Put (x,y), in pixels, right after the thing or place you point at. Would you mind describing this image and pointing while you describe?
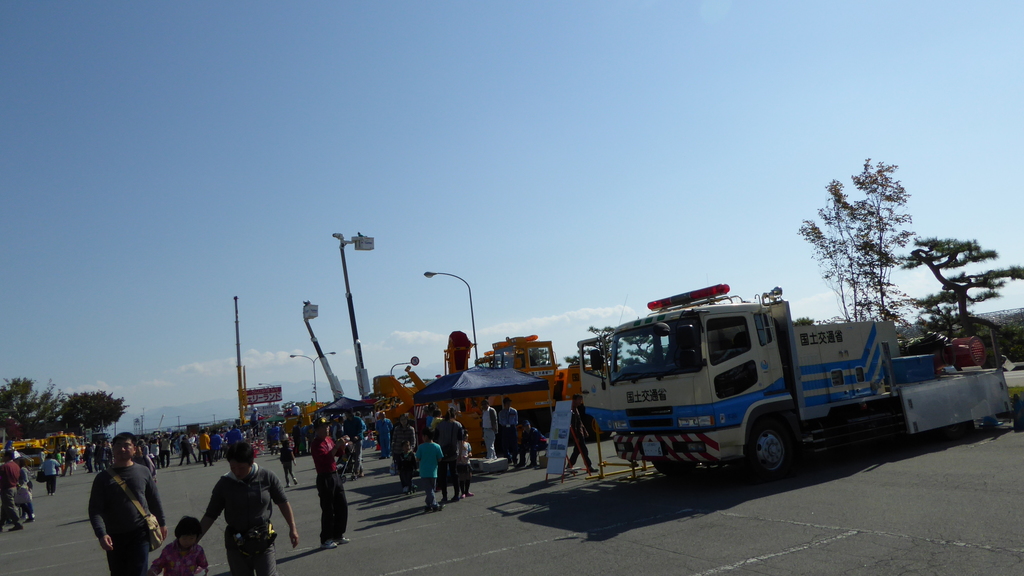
In this picture I can see the road (843,556), on which there are number of people (507,451) and few vehicles (681,376). On the right side of this picture (815,242) I can see few trees (980,331) and in the background (12,409) I can see few poles (360,385), few more trees (59,405) and the clear sky (490,172).
